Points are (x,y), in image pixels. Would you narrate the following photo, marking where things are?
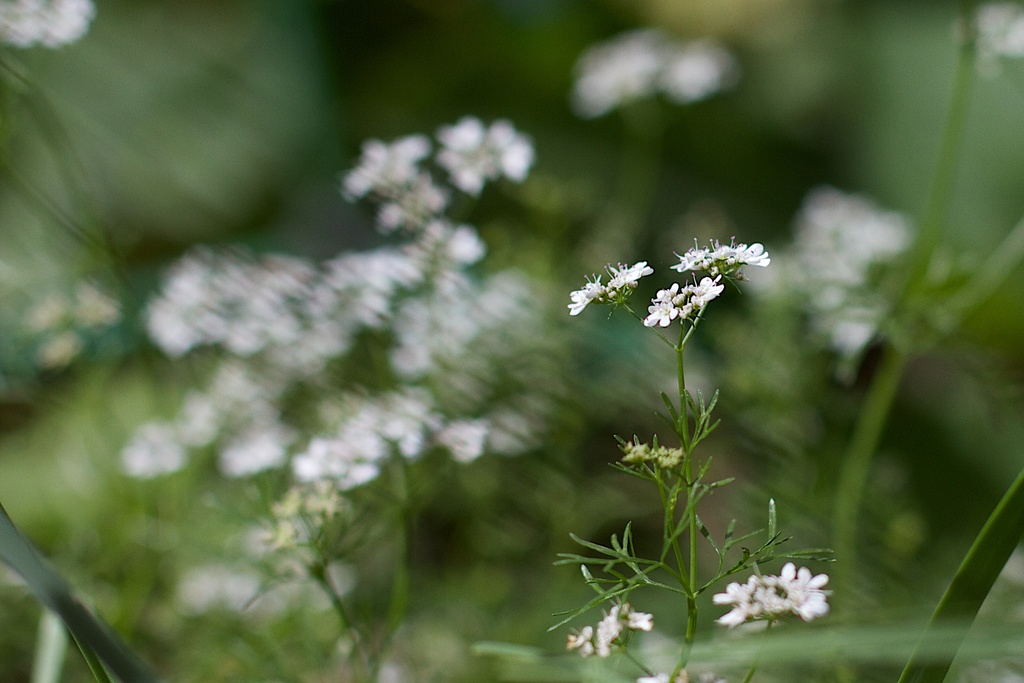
Here in this picture we can see flowers (395,183) present on the plants (459,424) over there.
